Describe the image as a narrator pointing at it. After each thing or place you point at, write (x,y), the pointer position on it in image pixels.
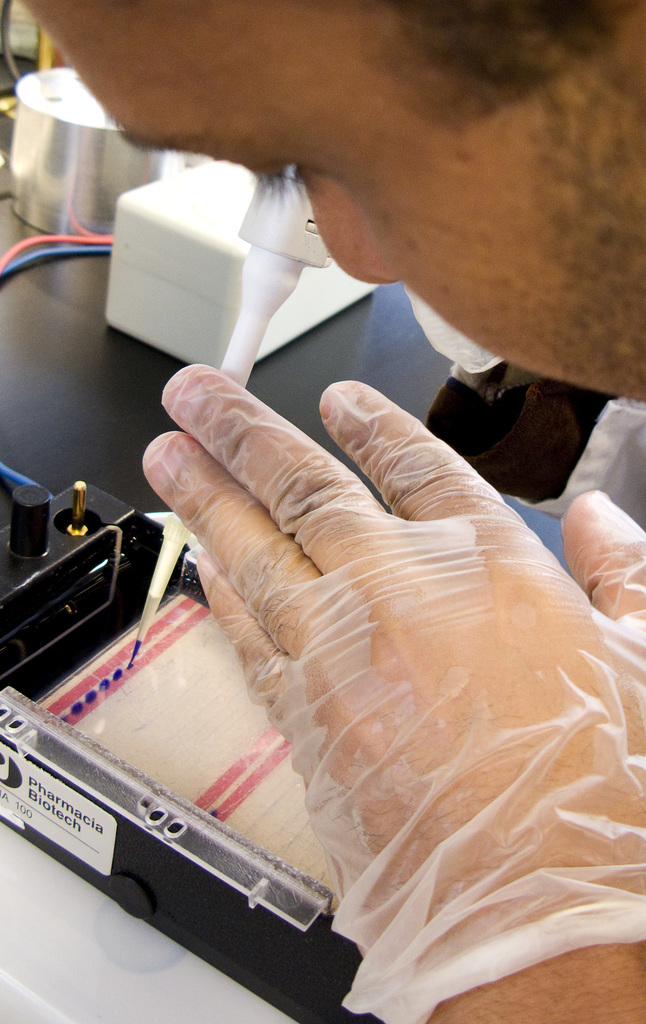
In the image there is a person (604,886) with transparent gloves (402,631) to his hands (426,693) holding an equipment (84,593) on a table (190,1021).
